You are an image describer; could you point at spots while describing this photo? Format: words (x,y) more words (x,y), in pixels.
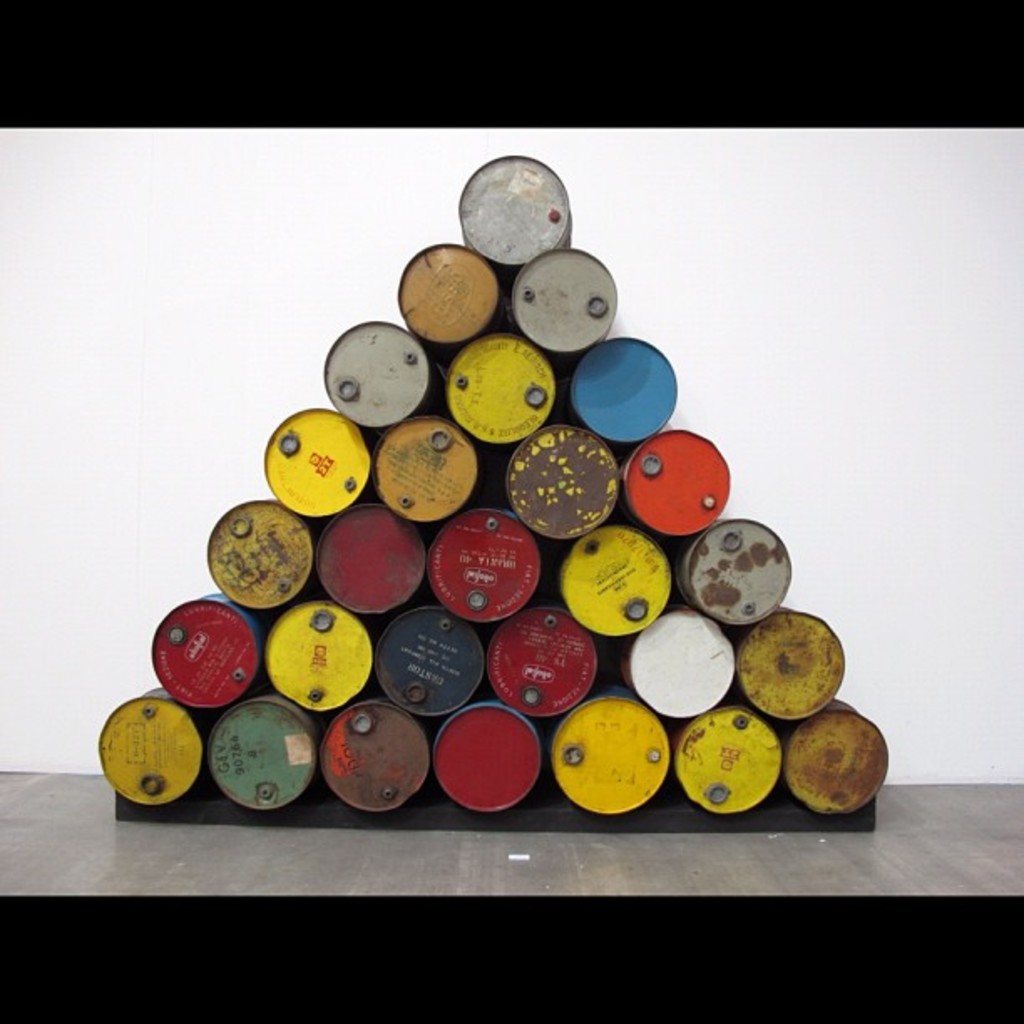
In this picture we can see there are oil drums (470,427) arranged in a triangle shape. Behind the oil drums (356,622) there is a white wall (841,479).
